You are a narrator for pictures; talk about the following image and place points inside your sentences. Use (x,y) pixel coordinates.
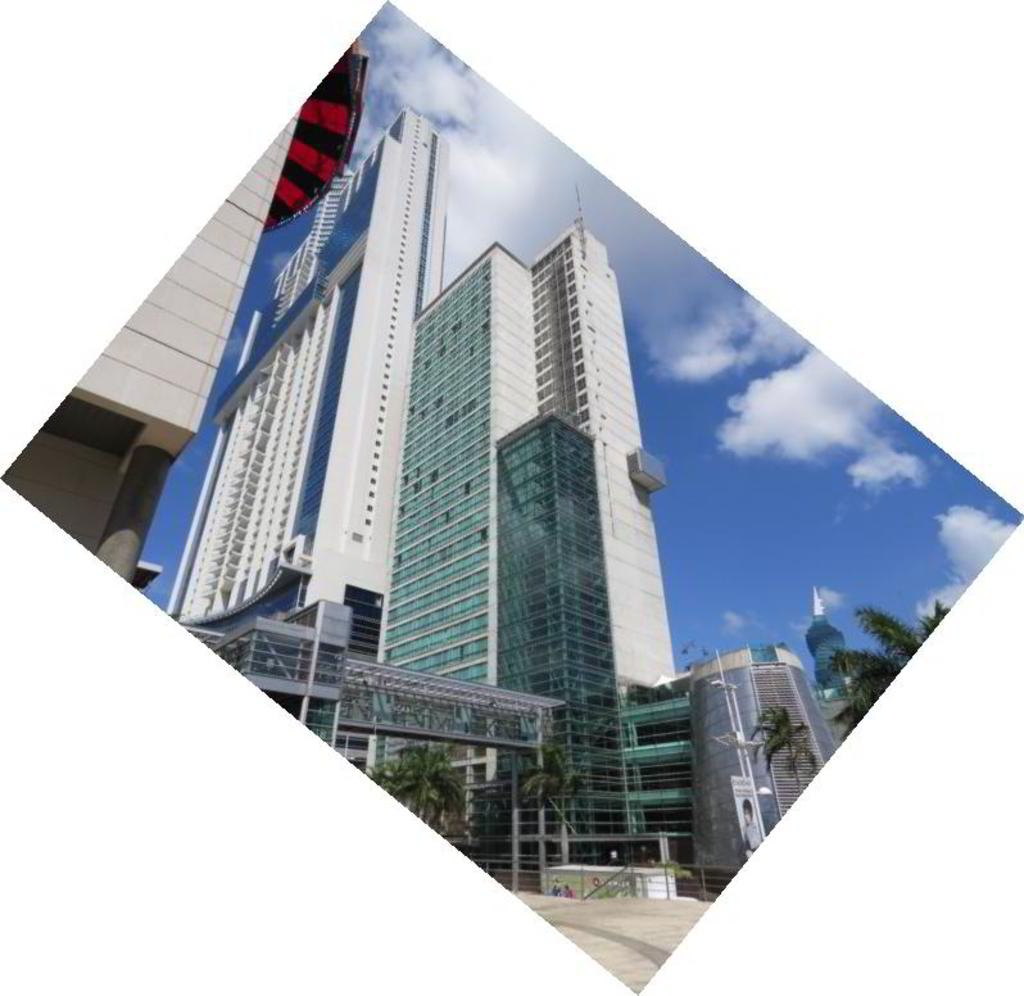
There are buildings (795,680), trees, posters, pole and the sky (722,417) in the foreground area of the image (676,713).
